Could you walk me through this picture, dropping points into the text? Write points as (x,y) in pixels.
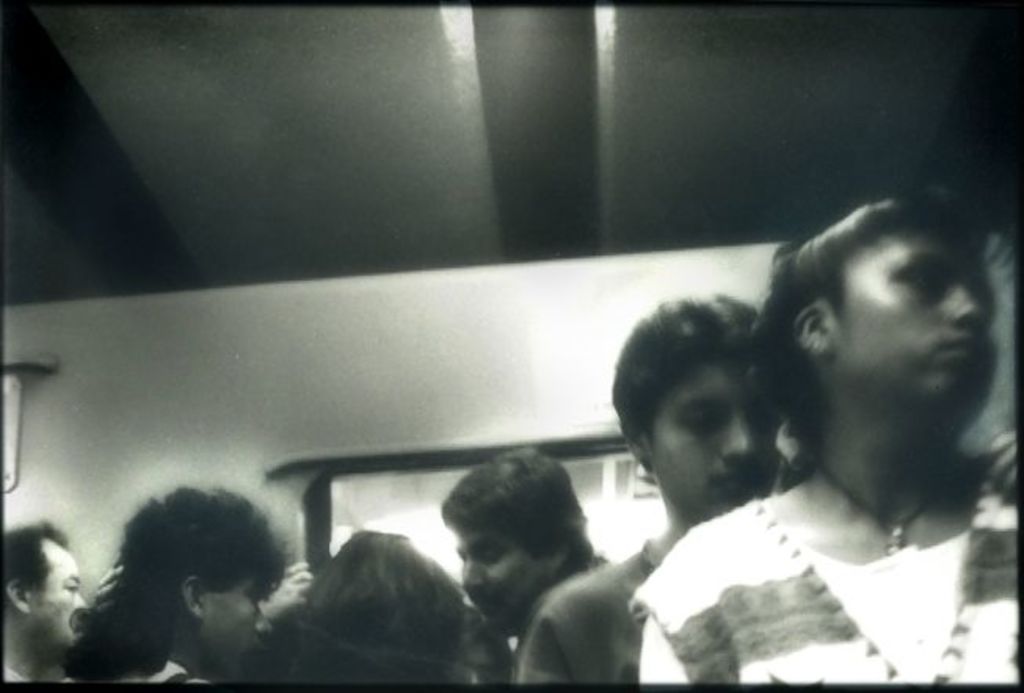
This is a black and white image. At the bottom (451,649) I can see few people (415,596). It seems like a inside view of a vehicle (344,265). At the back of these people (504,497) I can see a window (375,494).
